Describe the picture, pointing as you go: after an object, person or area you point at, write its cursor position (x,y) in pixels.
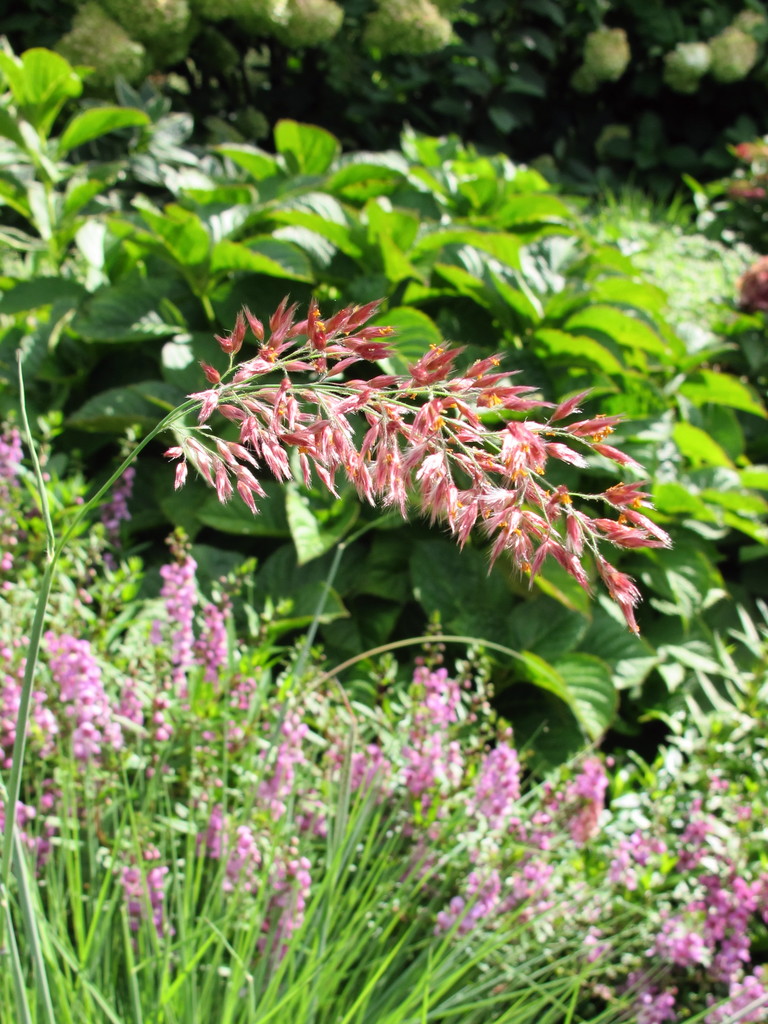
In this picture we can observe some plants (255,663) and flowers (545,507) which were in pink and red color. In the background (461,67) there are some trees (583,79).
